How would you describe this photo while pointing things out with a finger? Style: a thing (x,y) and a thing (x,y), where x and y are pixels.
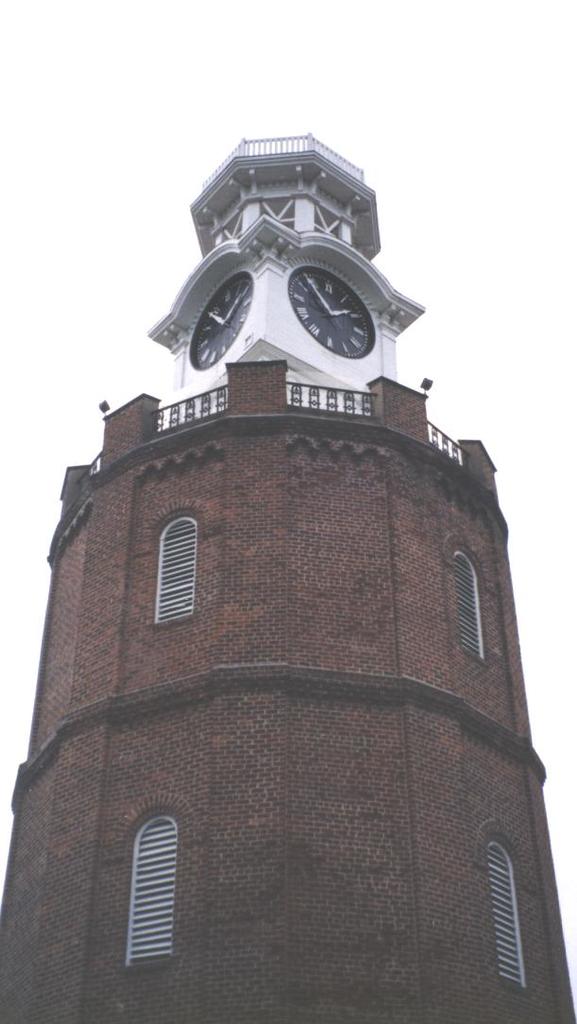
In this image I can see brown and white colour tower (261,474). I can also see clocks (334,317) over here and windows (508,976). I can also see white colour in background (520,202).
